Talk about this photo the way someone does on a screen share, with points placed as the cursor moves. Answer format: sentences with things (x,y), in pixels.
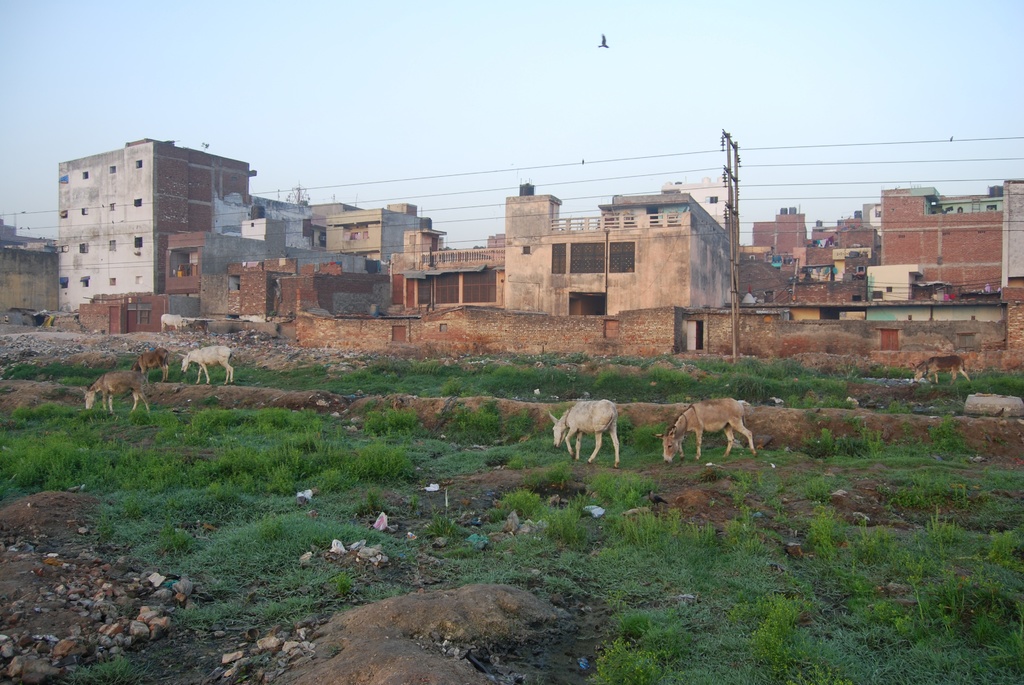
In this image we can see animals (739,420) and grass (387,580) on the land (251,640). In the background (215,255), we can see buildings (693,239), pole (728,224) and wires (703,169). We can see a bird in the sky (802,22) at the top of the image (596,47).
